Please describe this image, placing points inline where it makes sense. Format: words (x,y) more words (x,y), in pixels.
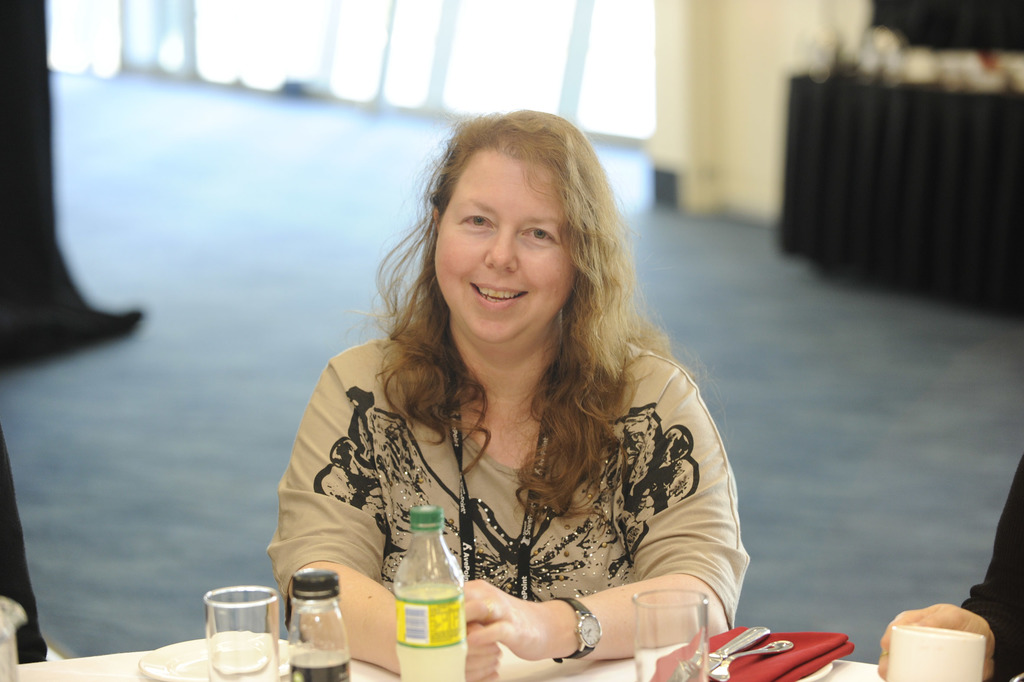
In this picture there is a woman (627,377) sitting on the chair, she is smiling and she wore a watch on to her left hand (535,629), there is a table (136,662) in front of her with a bottle (446,675), there is a plate (150,660), water glass (701,647) there some napkins (711,639), forks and spoons (787,642).
